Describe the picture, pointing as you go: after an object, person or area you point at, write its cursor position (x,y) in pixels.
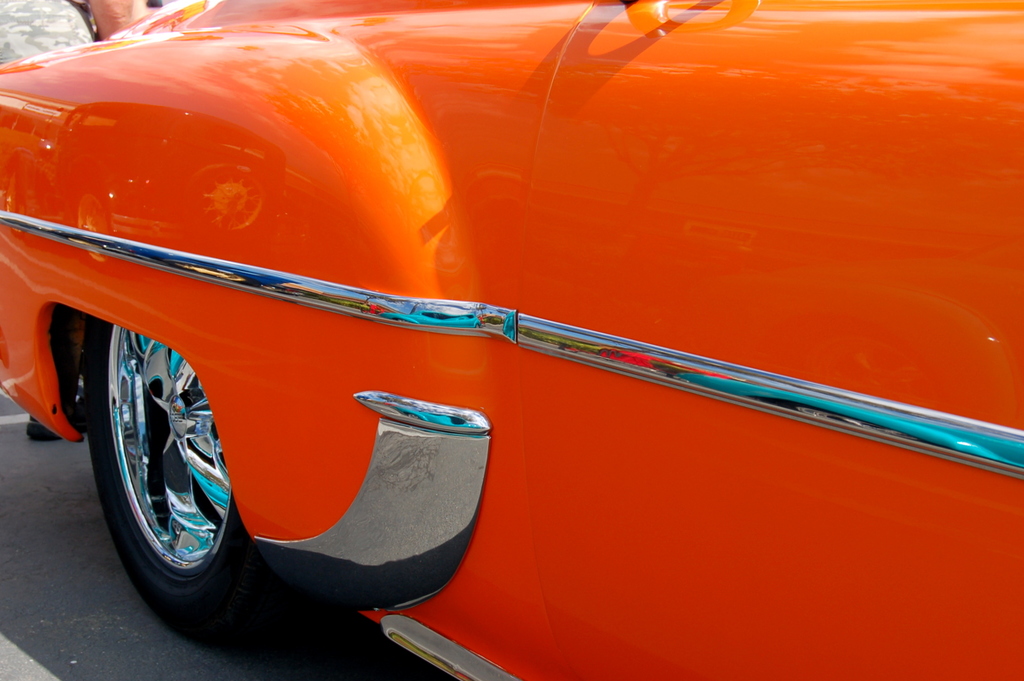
In this image there is a orange color car (541,339) on the road (26,526). Behind there is a person (45,19) standing on the road (49,535).
